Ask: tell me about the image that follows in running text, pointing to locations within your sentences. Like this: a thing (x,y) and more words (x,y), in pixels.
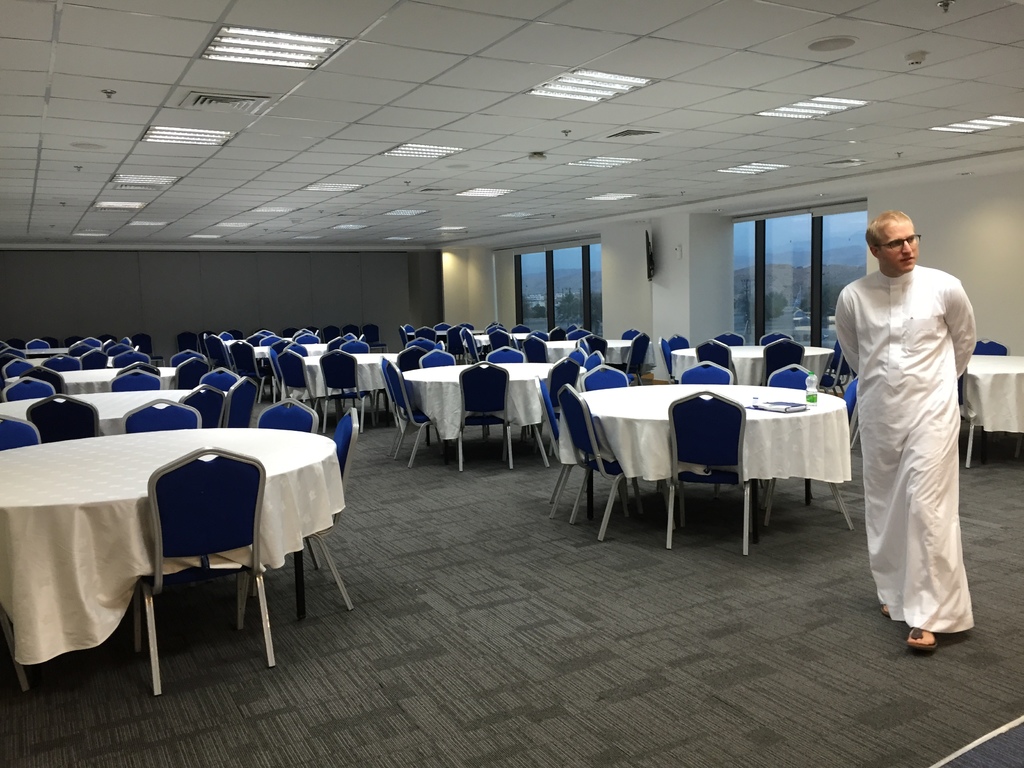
This is a room (412,584) where there are number of tables (286,468) and chairs (579,437) and at the right side of the image (881,404) there is a person (881,388) wearing white color dress (919,475) standing.
